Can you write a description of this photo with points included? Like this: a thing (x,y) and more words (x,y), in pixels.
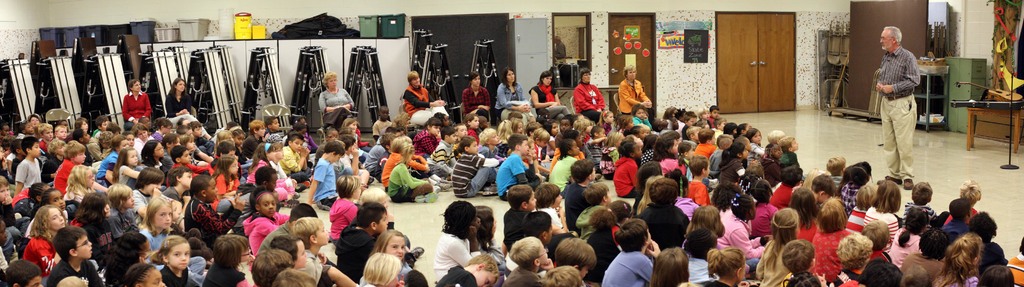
There are groups of children (283,165) sitting on the floor (420,223) and few women (185,101) sitting on the chairs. Here is the man (893,98) standing. These are the doors (762,53). I can see a mirror (583,59), which is attached to the wall (592,43). These are the wardrobes (536,44) and ladders (194,81). I can see the baskets (191,31) and few other things (318,31) placed above the wardrobe (333,41). I can see few objects (946,69) here. This looks like a guitar (991,96), which is placed on the table (973,117).
